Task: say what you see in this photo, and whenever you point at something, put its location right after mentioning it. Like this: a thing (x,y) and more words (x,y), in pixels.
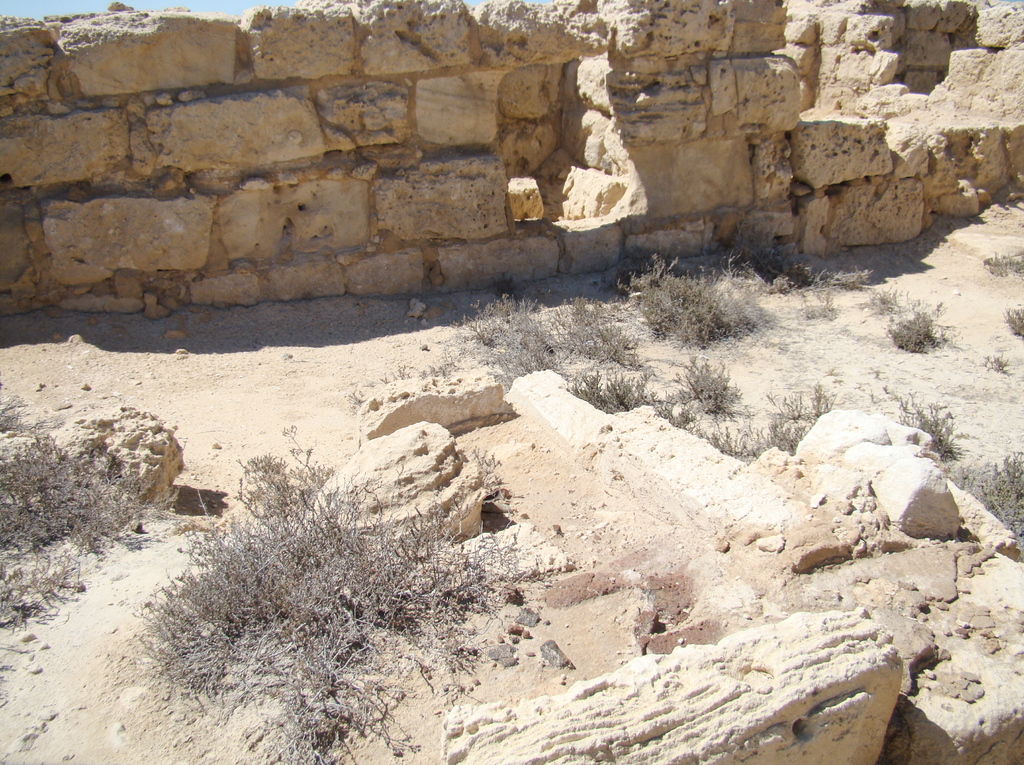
In this image there are stones (417,447) and grass (732,333) on the ground (763,363). In the background (177,112) there is a wall (531,115) made up of stones (67,139). At the extreme top there is the sky (161,1).
